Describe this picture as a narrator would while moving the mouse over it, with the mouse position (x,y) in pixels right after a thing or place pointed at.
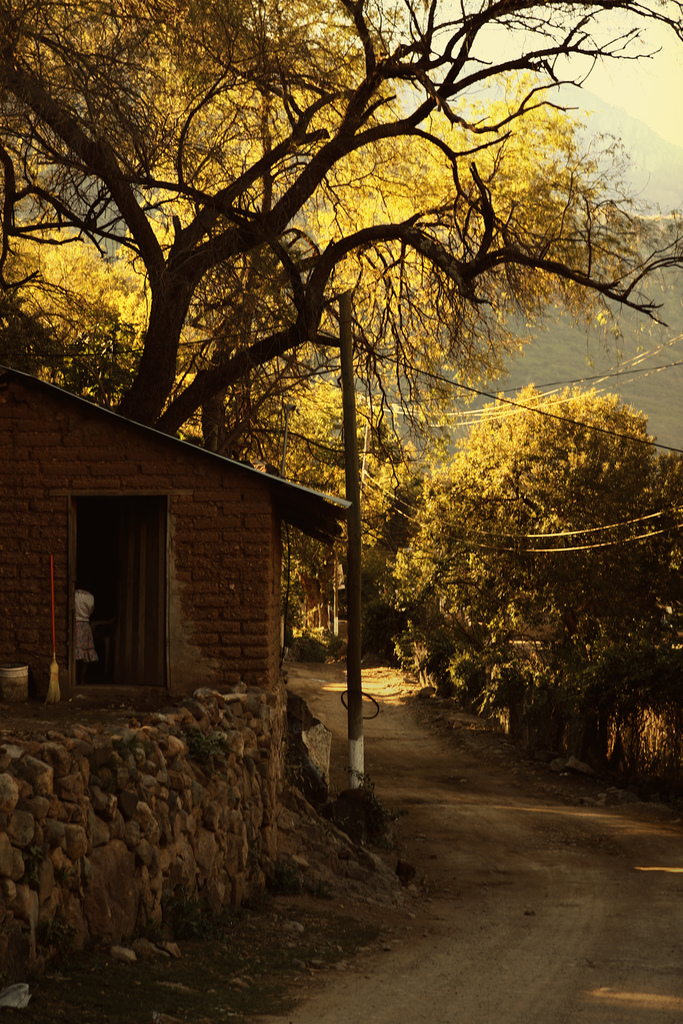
In this image we can see a person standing inside a house (204,621), a bucket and a broom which are placed beside a wall (256,613). We can also see a pole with a wire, a wall (228,869) with stones (204,868), the pathway (368,712), a group of trees (465,604), the hill (679,309) and the sky (613,96) which looks cloudy.
